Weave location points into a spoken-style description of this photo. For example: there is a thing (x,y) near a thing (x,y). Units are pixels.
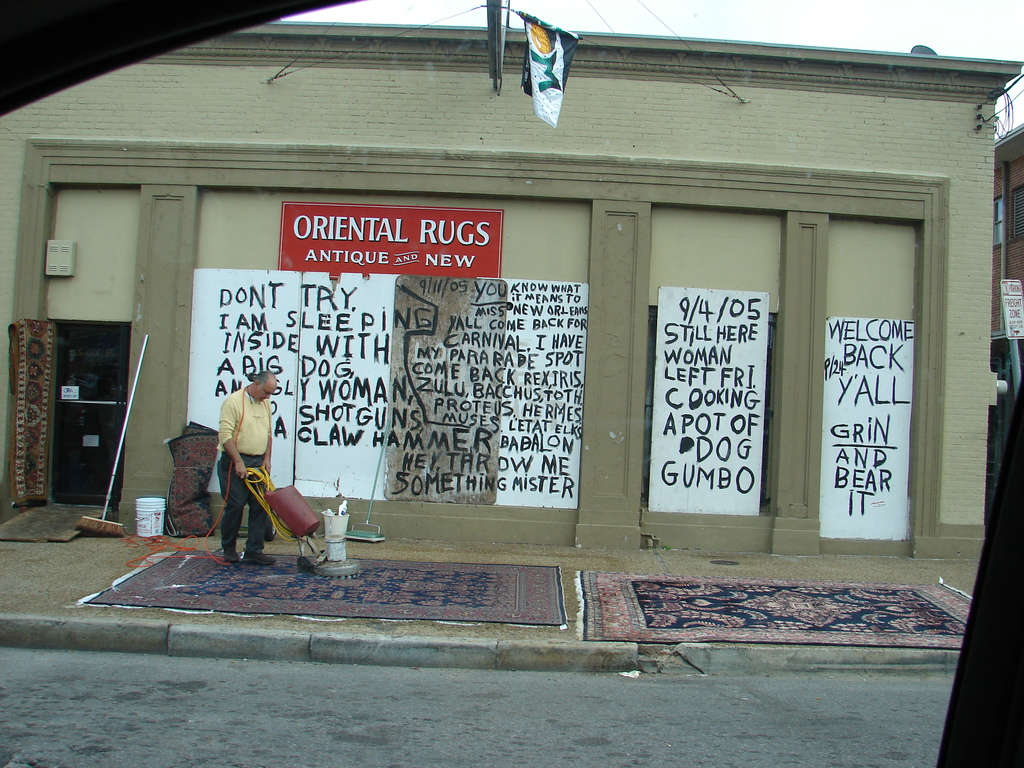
In this picture there is a man (260,429) standing and holding the machine (339,538). At the back (883,390) there are boards (502,333) on the wall (151,315), there is text (537,305) on the boards (559,292) and there is a flag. On the left side of the image (65,270) it looks like a door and there is an object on the wall (210,266). At the bottom (137,587) there is an object (88,529) and there is a bucket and there are mats (488,566) on the footpath (807,566). On the right side of the image (998,264) there is a building (1013,276) and there is a board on the pole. At the top (706,24) there is sky (666,29). At the bottom (726,696) there is a road (744,718).
